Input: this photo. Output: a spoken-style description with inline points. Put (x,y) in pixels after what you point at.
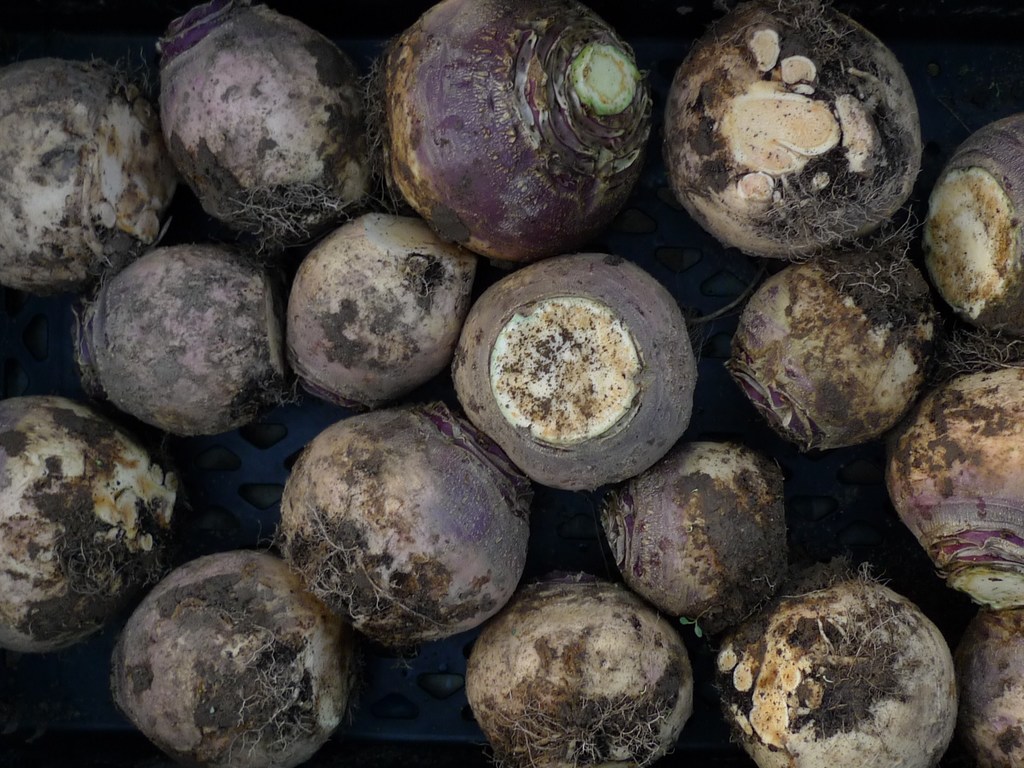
In the foreground of this image (358,225), there are rutabagas (480,452) on the surface (233,493).
